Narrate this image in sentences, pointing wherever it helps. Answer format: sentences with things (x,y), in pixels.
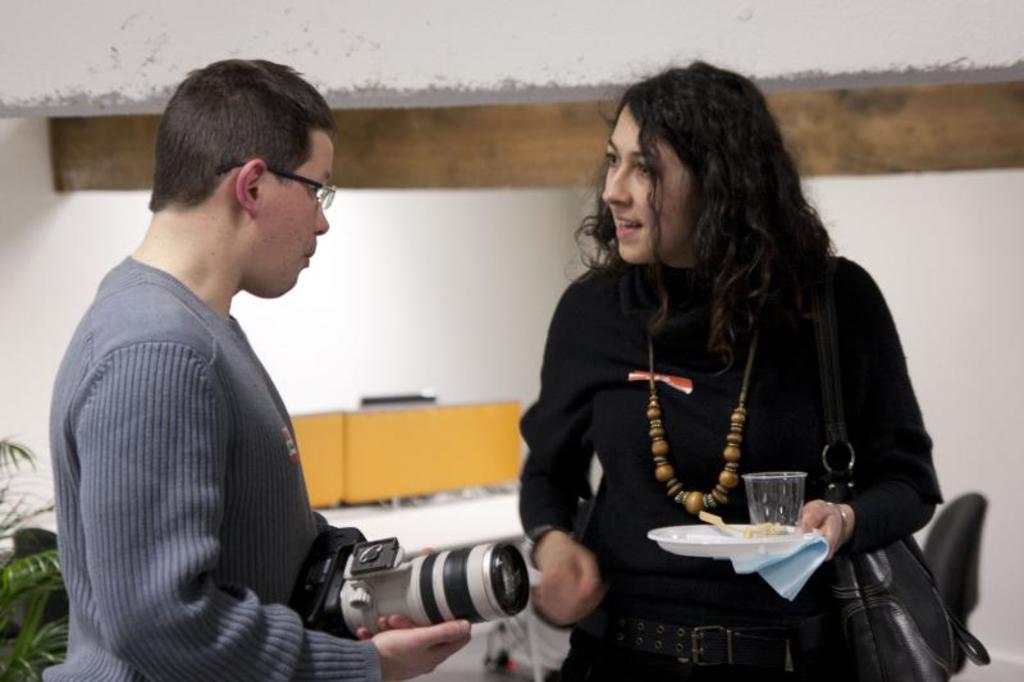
In this image, we can see a woman (810,483) and man (130,389). Here a man (412,641) is holding a camera (407,614) and woman (571,583) is holding a few objects (746,571) and wearing a bag (962,646). Background (415,357) we can see wall (520,317), chair (974,522), desk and few objects (487,452). On the left side (16,672) bottom corner, we can see house plants (27,585).
